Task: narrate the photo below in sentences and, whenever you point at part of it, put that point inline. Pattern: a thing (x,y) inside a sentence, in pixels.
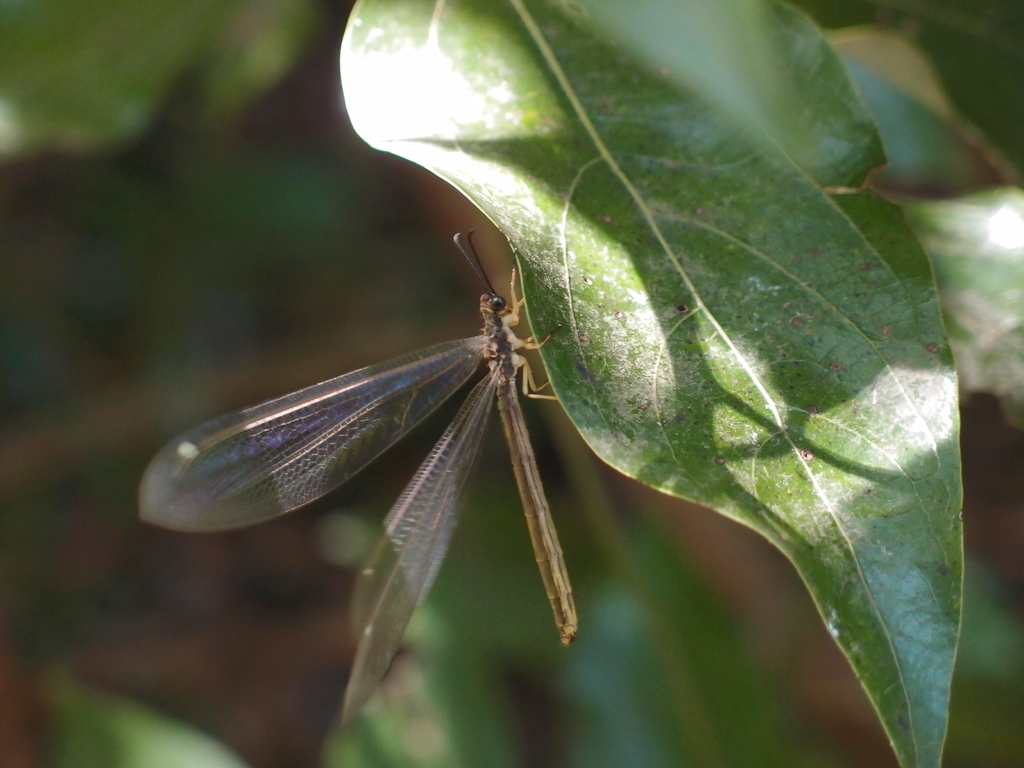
In the front of the image (526,326) there is an antlion (488,322) and leaf (781,334). In the background of the image (475,322) it is blurry.
